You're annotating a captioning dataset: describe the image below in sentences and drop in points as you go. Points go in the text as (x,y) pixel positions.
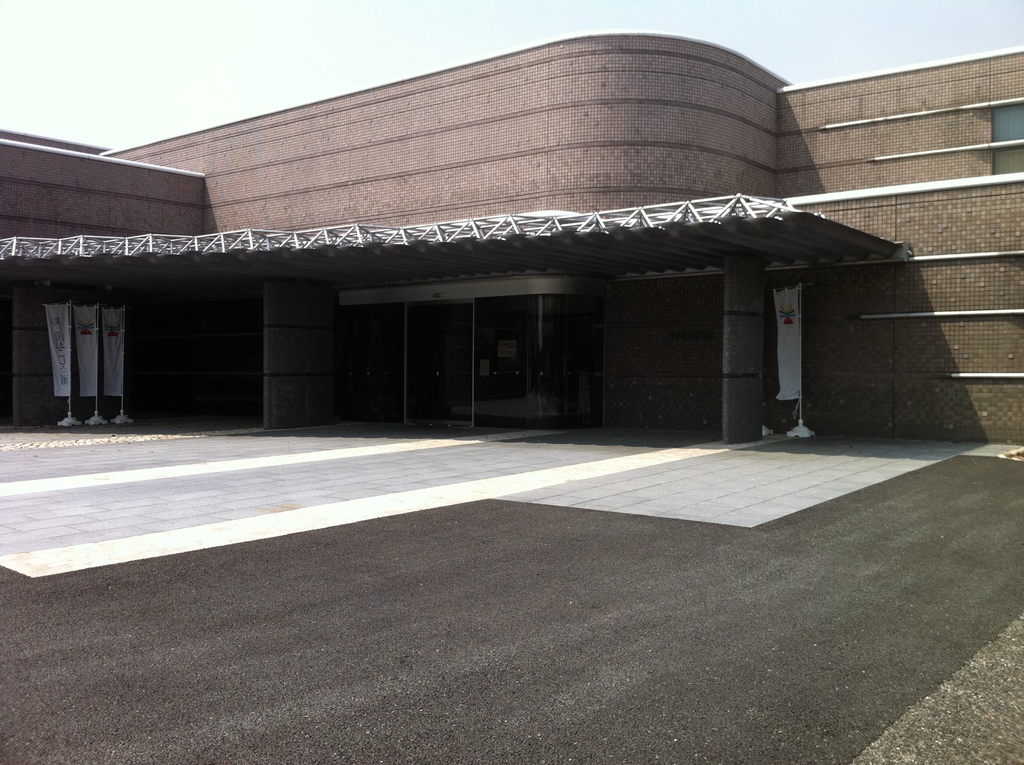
In the image there is a building (459,302) in the back (656,326) with road (419,634) in front of it and flags (795,393) on either side and above its sky (708,34).
